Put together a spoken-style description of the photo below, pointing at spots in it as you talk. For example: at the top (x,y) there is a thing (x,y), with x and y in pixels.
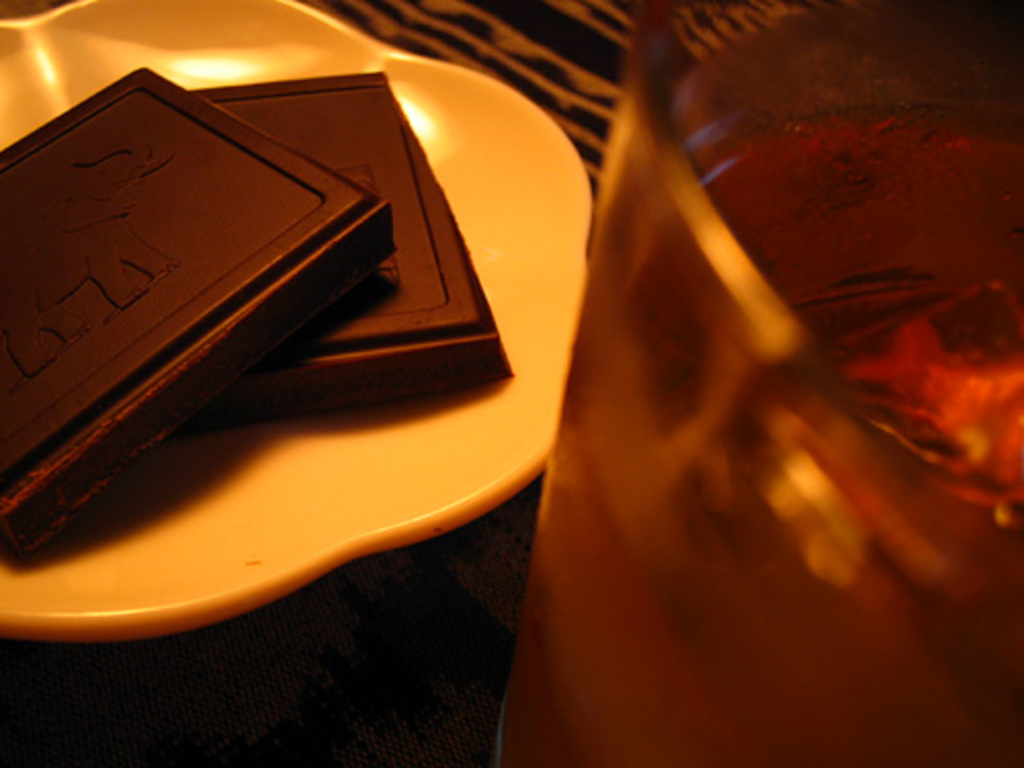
In this image we can see food items (231,249) on the plate (401,93), there is an object (702,406) on the right side of the image (720,311).
